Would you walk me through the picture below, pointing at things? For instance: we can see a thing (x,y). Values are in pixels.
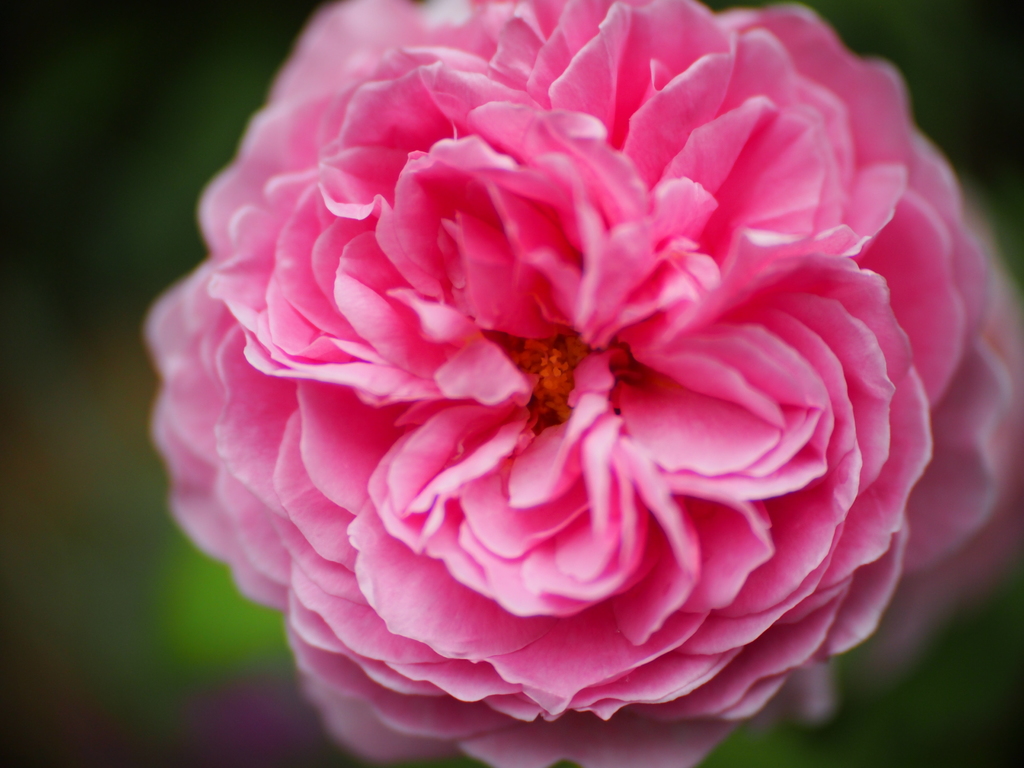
In this image I can see the flower (479,464) which is in pink color. And there is a blurred background (17,64).
